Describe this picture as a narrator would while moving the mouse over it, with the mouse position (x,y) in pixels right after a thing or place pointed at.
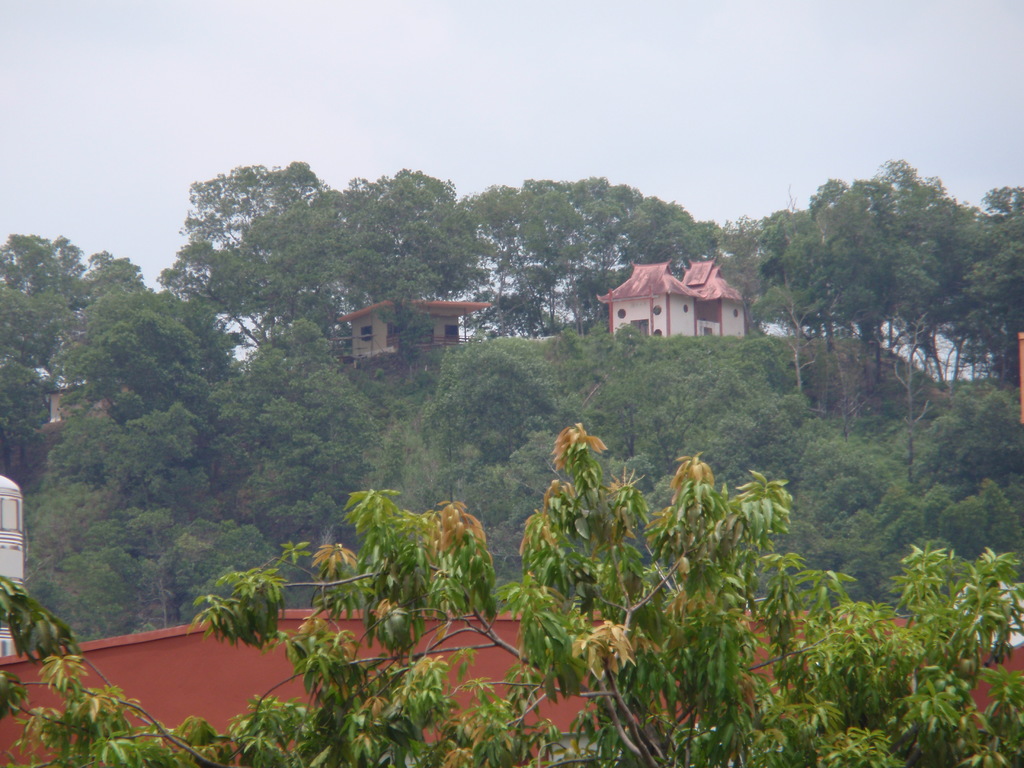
In this picture we can see few trees (686,496) and houses (647,296).
